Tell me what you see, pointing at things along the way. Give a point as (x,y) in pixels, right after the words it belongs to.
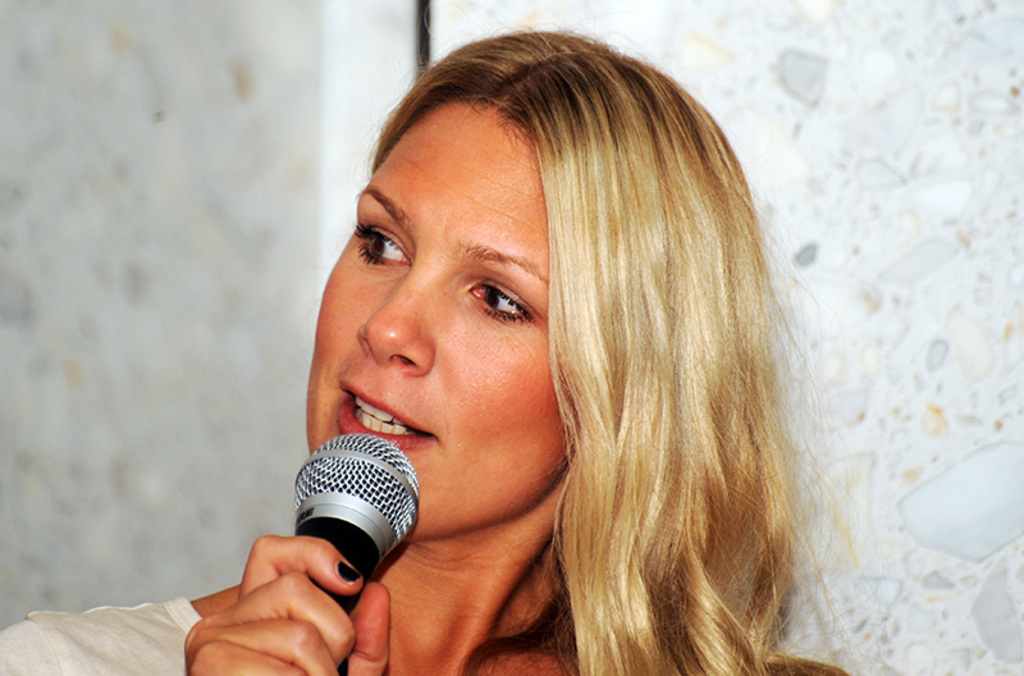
In this image, In the middle (573,264) there is a woman (714,318) she is standing and she is holding a microphone (350,524) which is in black color she is speaking in the microphone (353,549), In the background (811,297) there is a white color wall (887,92).
